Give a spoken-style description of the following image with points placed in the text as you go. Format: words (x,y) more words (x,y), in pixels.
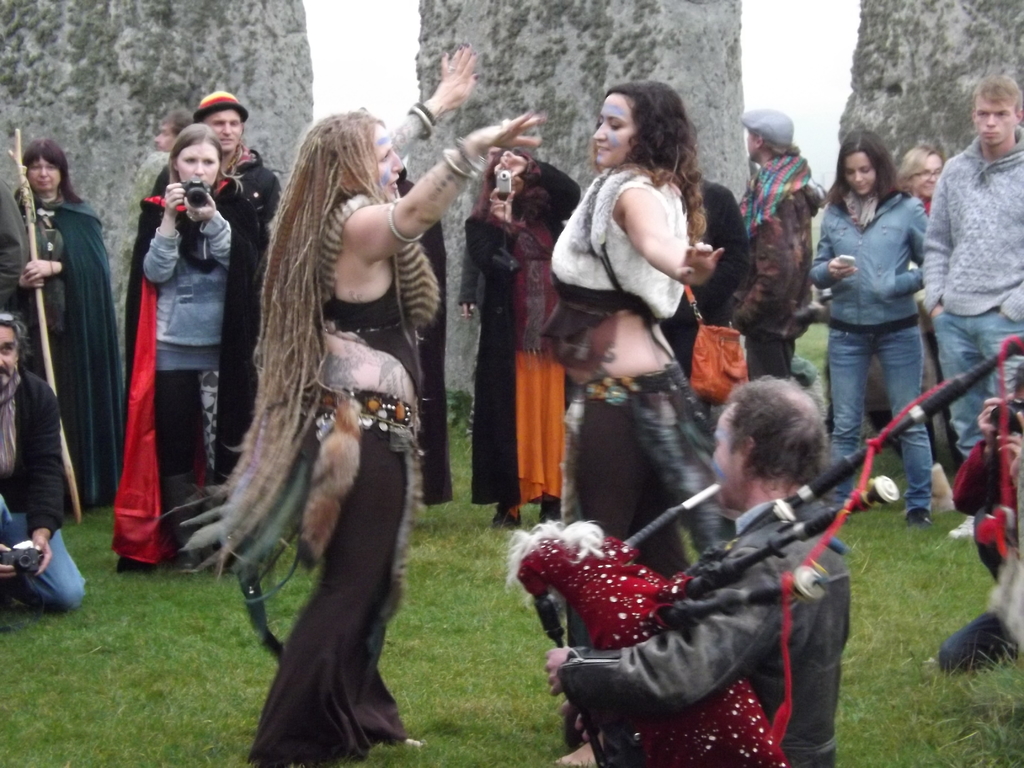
In the foreground of this image (741,662), on the bottom (728,700), there is a man (746,644) playing bagpipes (677,510). In the background (629,463), there are two women (397,348) dancing on the grass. In the background (823,256), there are persons (153,259) standing and shooting with the cameras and also three stones (660,43) and the sky (393,22).
